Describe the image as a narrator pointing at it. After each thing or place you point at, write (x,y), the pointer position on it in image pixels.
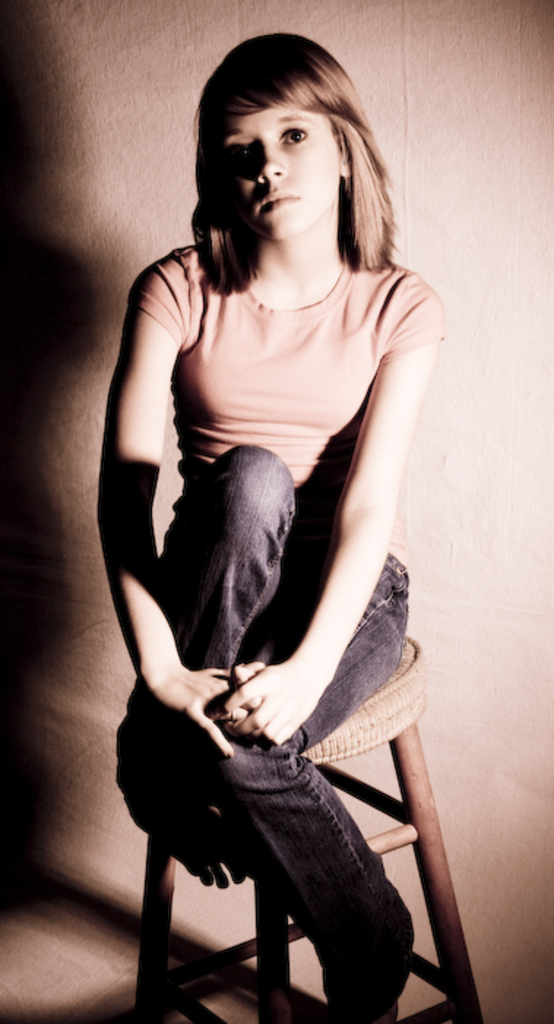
In the image we can see a girl (271,492) wearing clothes (335,440) and the girl (283,610) is sitting on the stool (430,843), this is a stool (430,834) and a wall (448,223).
